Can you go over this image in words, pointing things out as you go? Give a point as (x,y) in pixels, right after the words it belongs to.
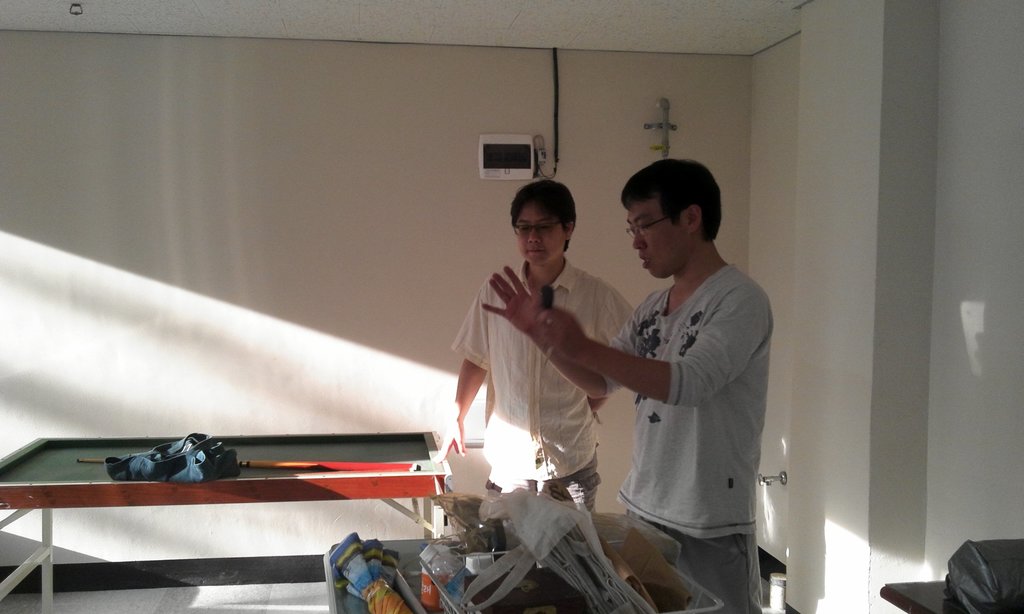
On the background of the picture (370,151) we can see a white color wall (867,332). Here we can see two men (764,363) standing in front of a table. This man (686,409) is explaining something. They both wore spectacles (638,234). This is a table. On the table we can see umbrella (383,613) and a bottle (448,571).
